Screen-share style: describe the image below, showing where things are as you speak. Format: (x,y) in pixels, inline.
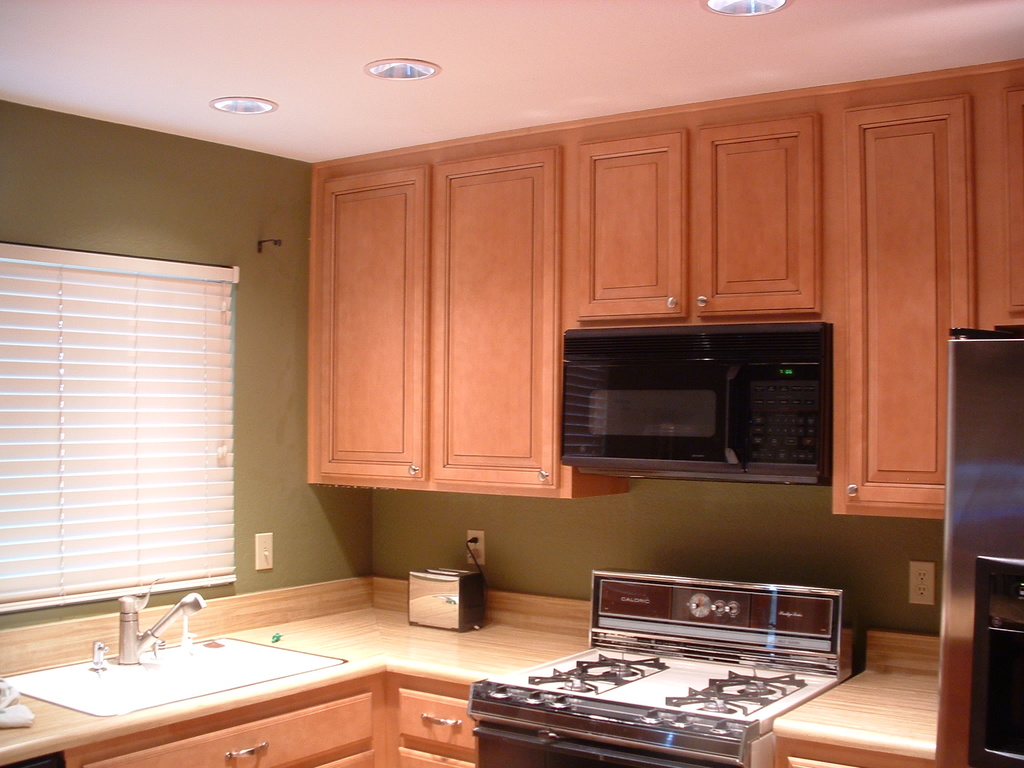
In this picture I can observe an oven (674,385) in the middle of the picture (664,376). In the bottom of the picture (670,617) I can observe stove (708,726), sink (189,671) and a tap (129,652). On the left side (162,420) I can observe window blinds (107,403). There are brown color cupboards (426,292) in the middle of the picture (520,299). In the background (609,535) there is wall (286,510).
